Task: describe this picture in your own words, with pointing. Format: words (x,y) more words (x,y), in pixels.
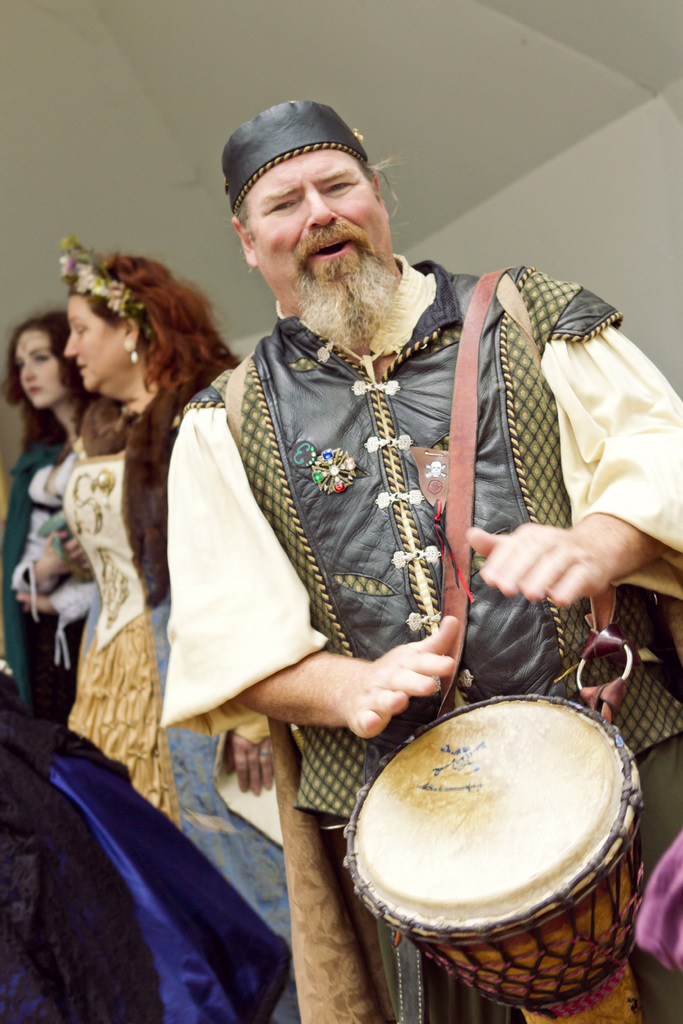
There is one man (437,515) wearing a jacket (354,437) and a cap (284,135) and playing a drum (436,718) on the right side of this image (462,860). There are two women (74,473) standing on the left side of this image (67,444), and there is a wall (395,115) in the background (415,118).
